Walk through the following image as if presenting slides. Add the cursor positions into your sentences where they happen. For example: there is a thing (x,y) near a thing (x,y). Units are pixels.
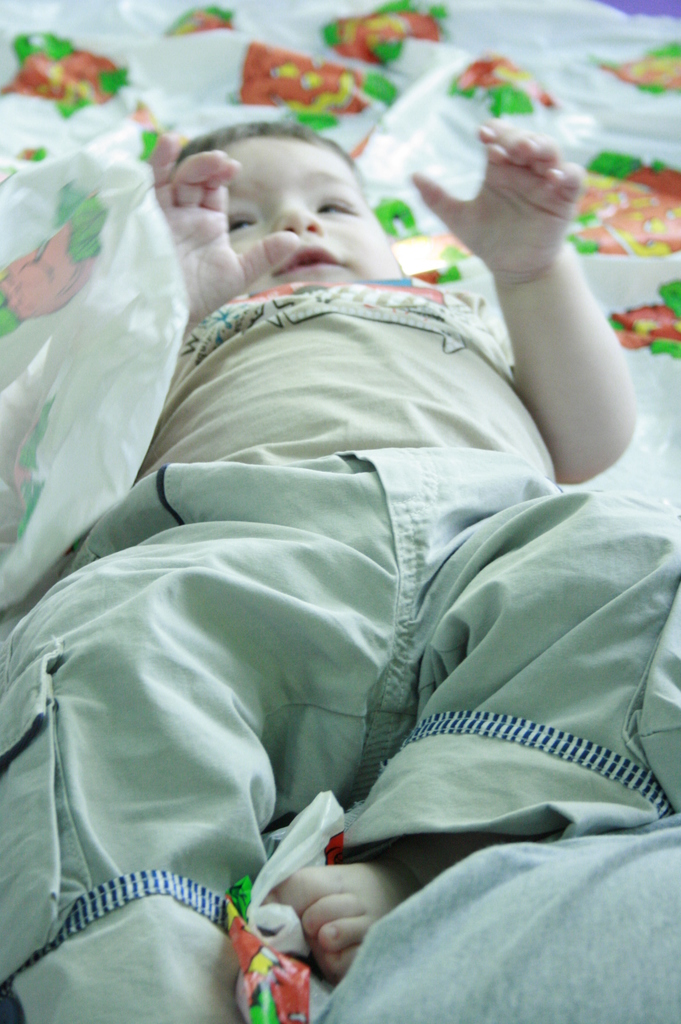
In the center of the image (382,451) a kid (324,373) is lying on a bed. In the background of the image (649,383) we can see some plastic papers (254,96) are there.
